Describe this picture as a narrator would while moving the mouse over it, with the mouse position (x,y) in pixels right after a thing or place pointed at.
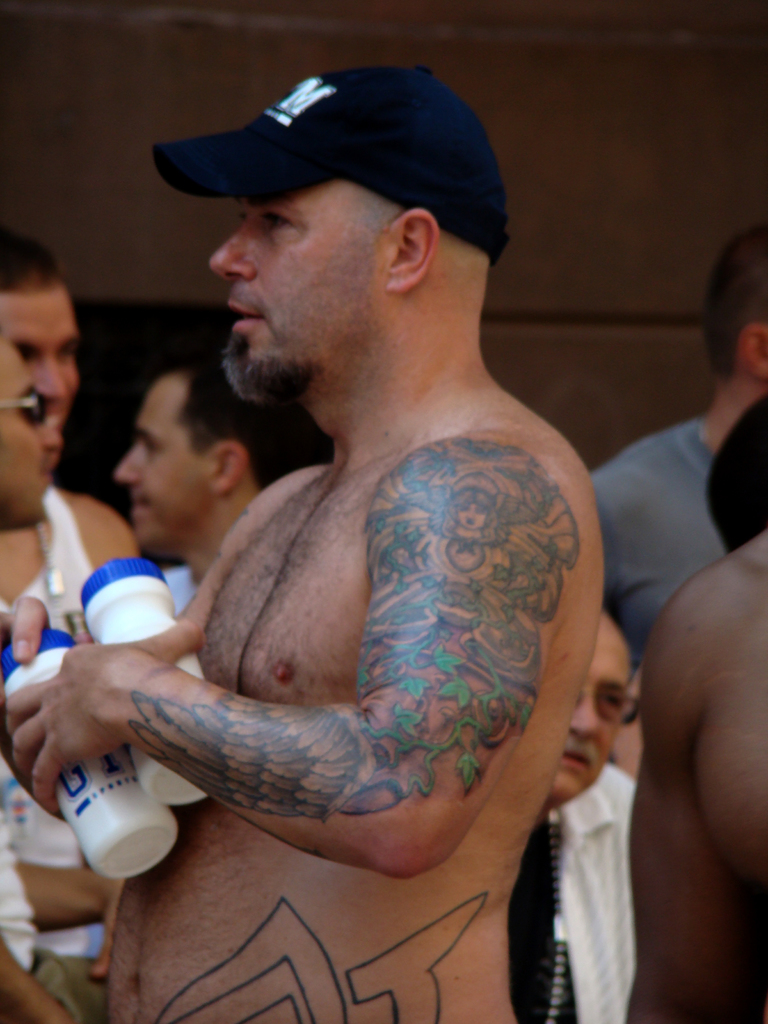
In this image there is a person (359,592) standing and looking to the left side of the image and he is holding some bottles (61,777) in his hand (59,770) and there is a tattoo (371,705) on his body (355,721), behind him there are a few other people (52,530). In the background (262,75) there is a wall (576,210).
